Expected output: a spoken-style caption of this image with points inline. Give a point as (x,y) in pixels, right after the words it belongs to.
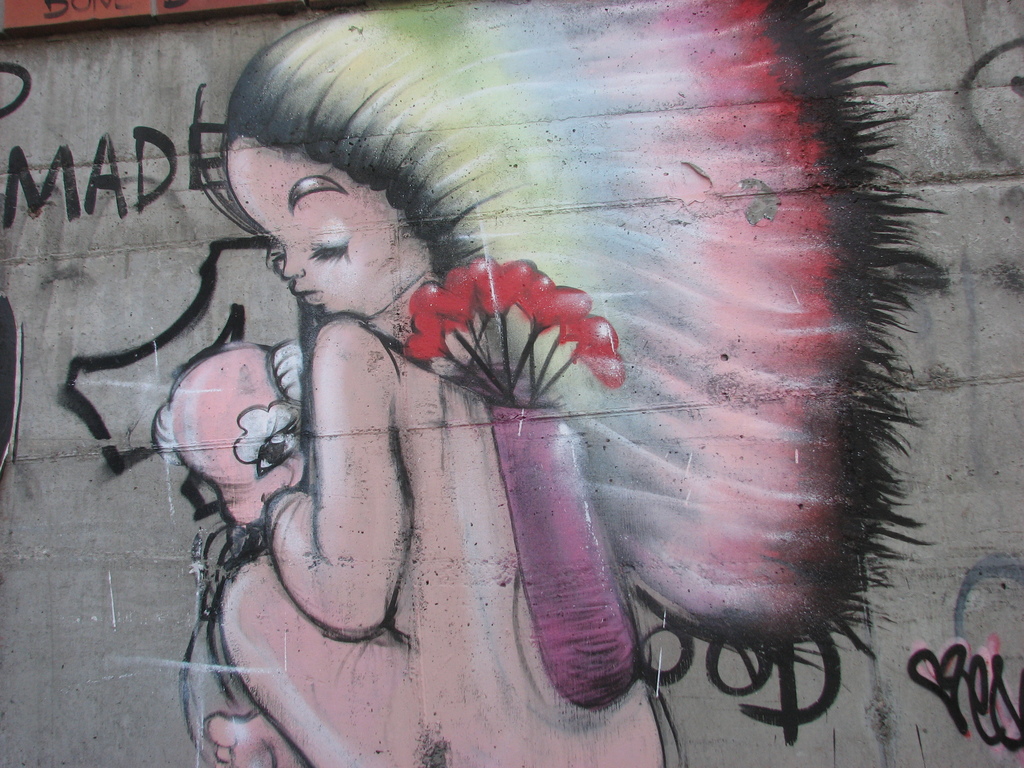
This picture contains the painting (449,416) of the woman (440,425). It is painted on the wall (645,492) and this is called as graffiti (645,492). We see some text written on that wall (369,460).
